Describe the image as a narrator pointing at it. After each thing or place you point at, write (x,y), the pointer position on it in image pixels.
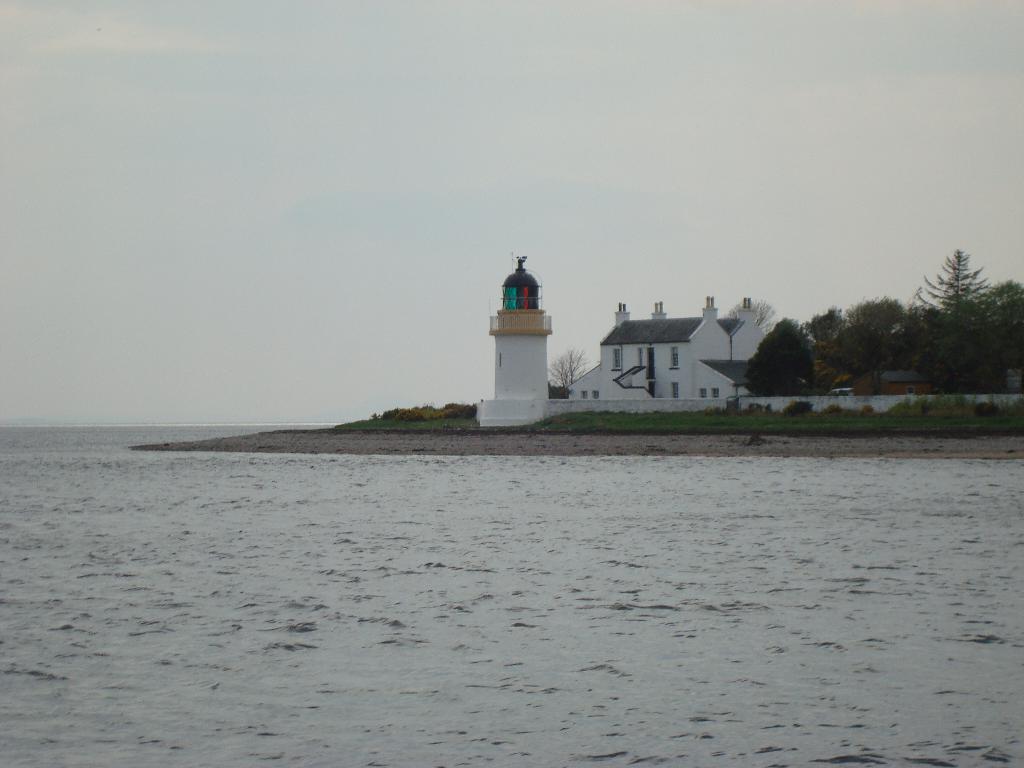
In this image I can see the water (378,605), the ground (404,447), some grass (611,423) on the ground (801,441), few trees (883,357) and a building (655,346) which is white in color. I can see the light house (518,351) on the ground (899,416). In the background (316,240) I can see the sky (325,190).
